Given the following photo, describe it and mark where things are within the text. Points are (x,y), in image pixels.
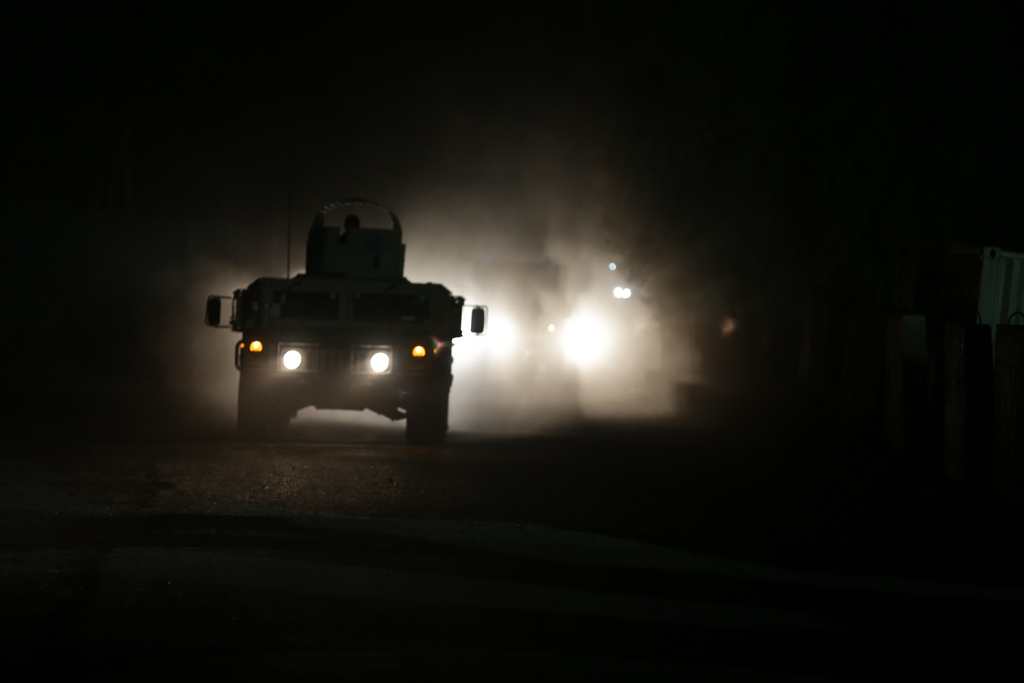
In this image there is a vehicle (251,426) on the road (867,463) flashing lights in the dark.
